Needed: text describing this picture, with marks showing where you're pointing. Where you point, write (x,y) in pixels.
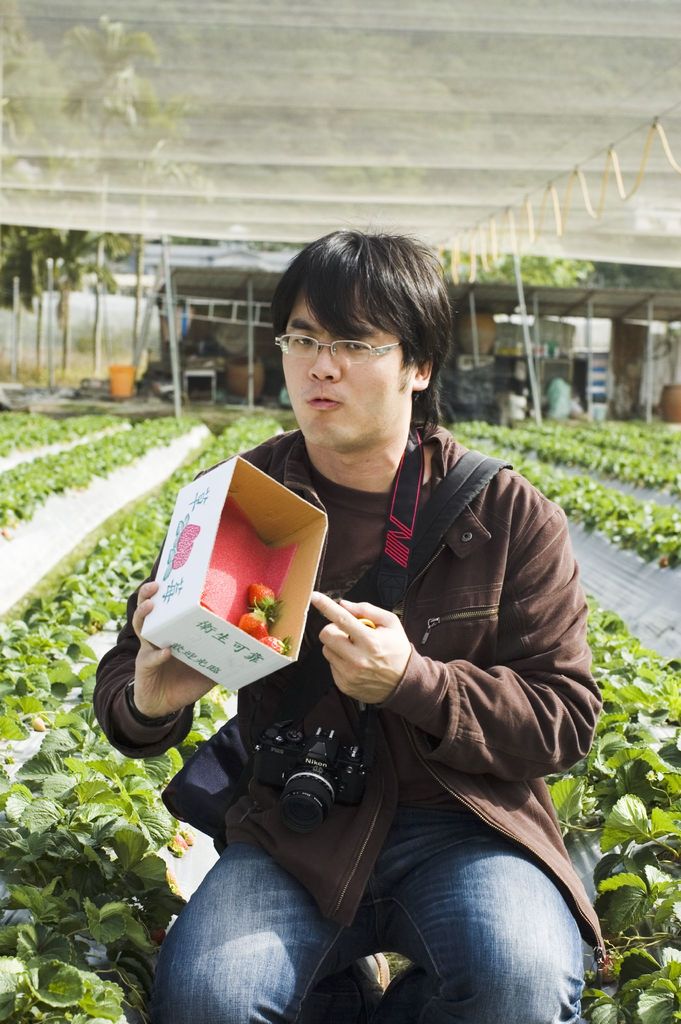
In front of the image there is a person (562,664) wearing a camera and he is holding the strawberry box (209,655) in his hand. There are plants (647,668) and strawberries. In the background of the image (207,368) there is a tent (244,226), trees (28,233), building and there are a few objects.
